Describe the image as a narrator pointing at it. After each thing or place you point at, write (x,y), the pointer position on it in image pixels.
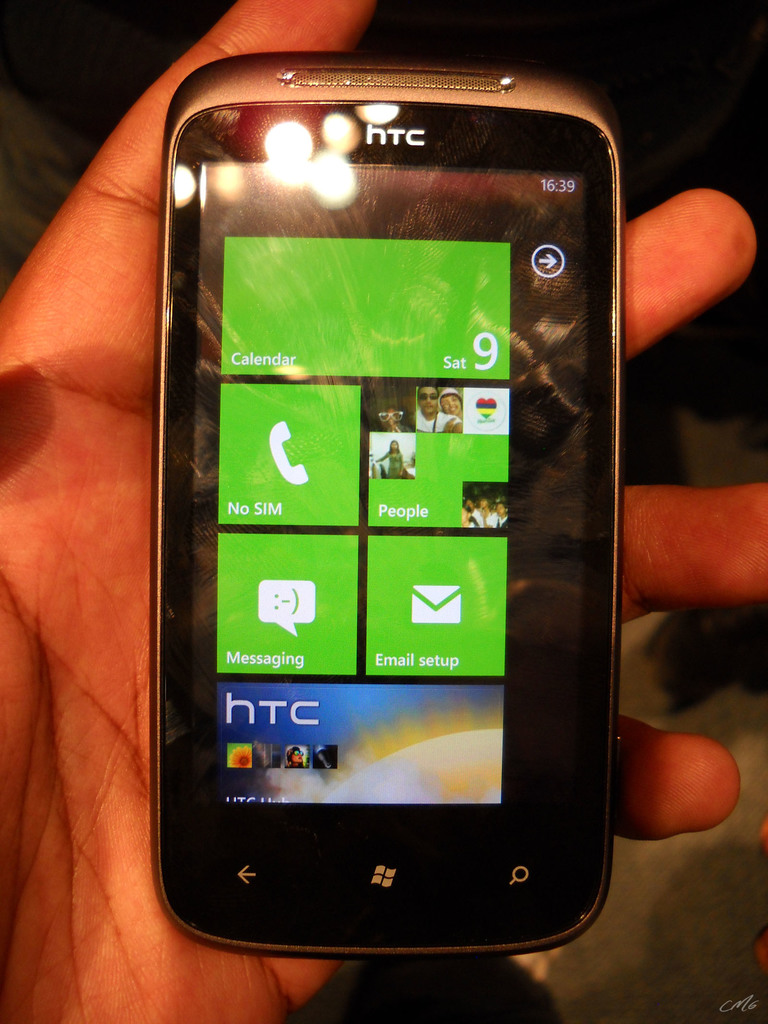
In this picture I can see a person's hand (61,291) who is holding a mobile phone (292,335) and on the screen (438,231) I can see few pictures (451,411) and I see something is written.
